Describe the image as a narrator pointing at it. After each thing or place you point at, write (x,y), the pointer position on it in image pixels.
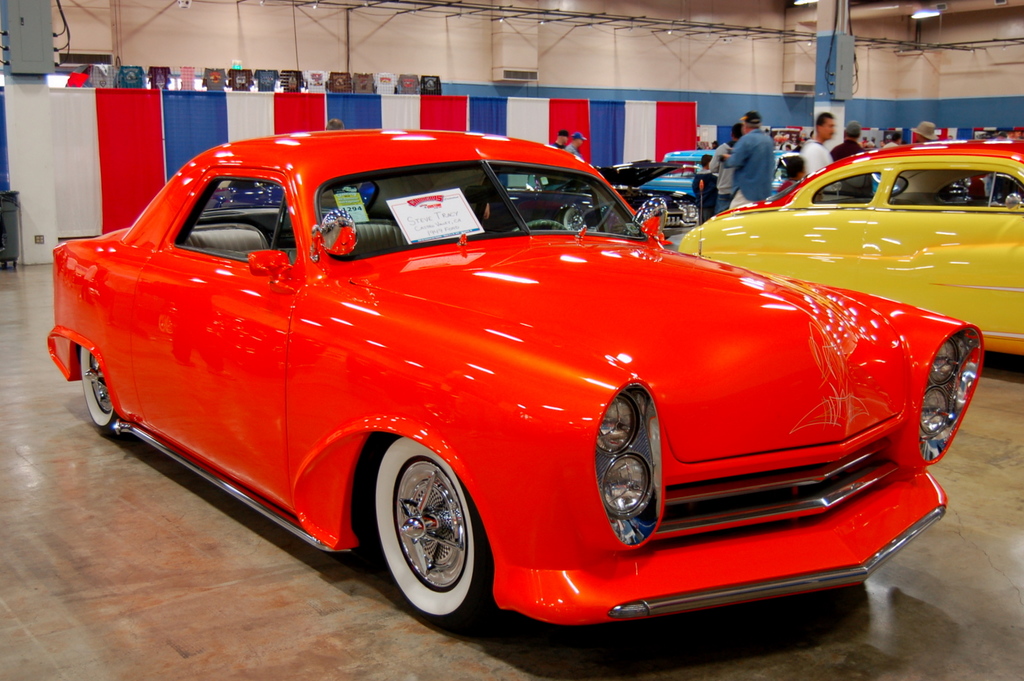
In this image there are few cars (651,393) in the show, there are few people (818,162), few banners (179,120) attached to the pole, few clothes (388,93) hanging from the rope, ceiling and a light (933,12) attached to the roof (519,5).
